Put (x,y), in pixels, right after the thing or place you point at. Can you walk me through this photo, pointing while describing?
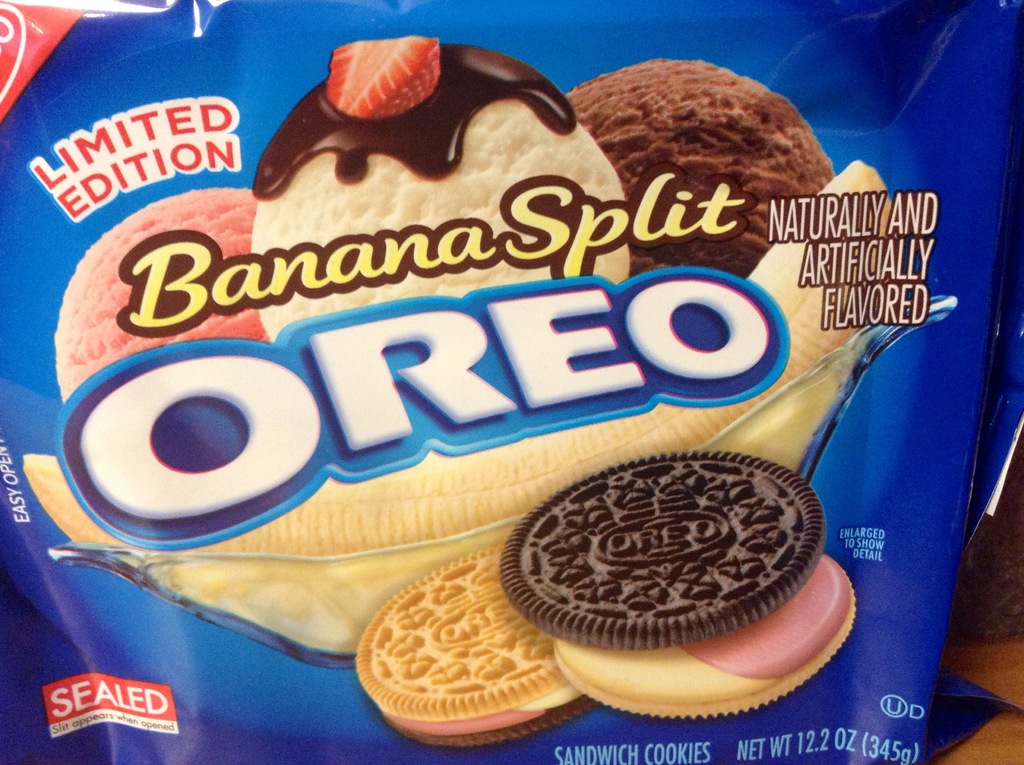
A picture of a food packet (880,184). On this packet (67,388) we can see ice cream scoops (374,161) and cream biscuits (575,601).
